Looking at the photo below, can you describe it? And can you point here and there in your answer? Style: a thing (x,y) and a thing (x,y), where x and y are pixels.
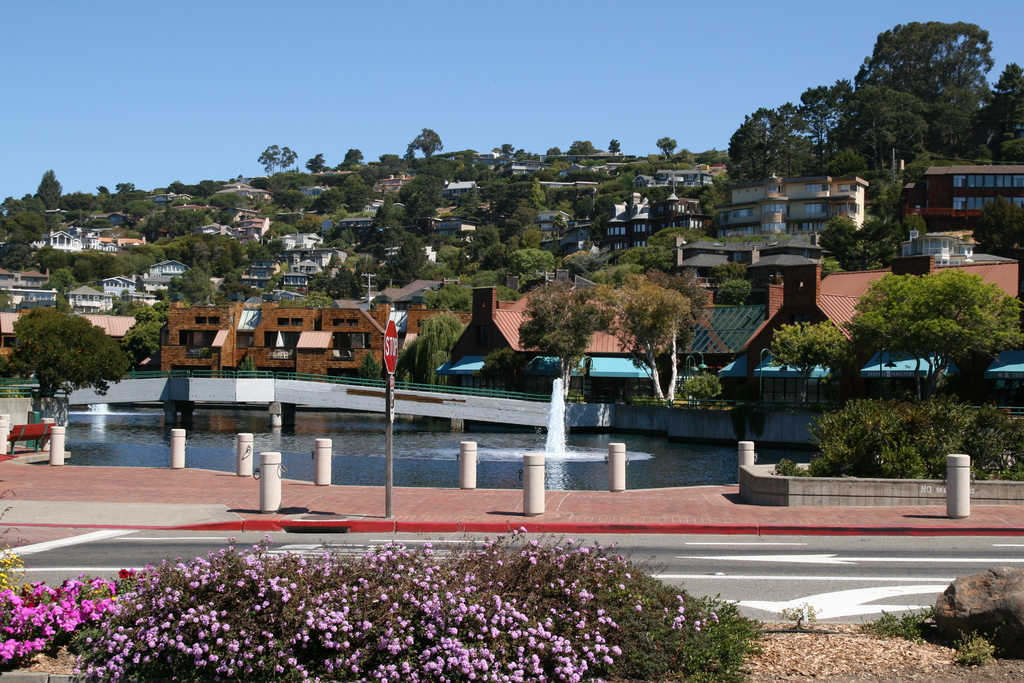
At the bottom (246,609) we can see plants (243,629) with flowers (21,610) on the ground (64,661) and this is a road (70,544) and on the footpath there is a sign board pole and plants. In the background (394,428) we can see water (207,422), trees (397,261), buildings (207,322), bridge (470,403), houses (98,299), windows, poles (275,455) and sky (305,55).
